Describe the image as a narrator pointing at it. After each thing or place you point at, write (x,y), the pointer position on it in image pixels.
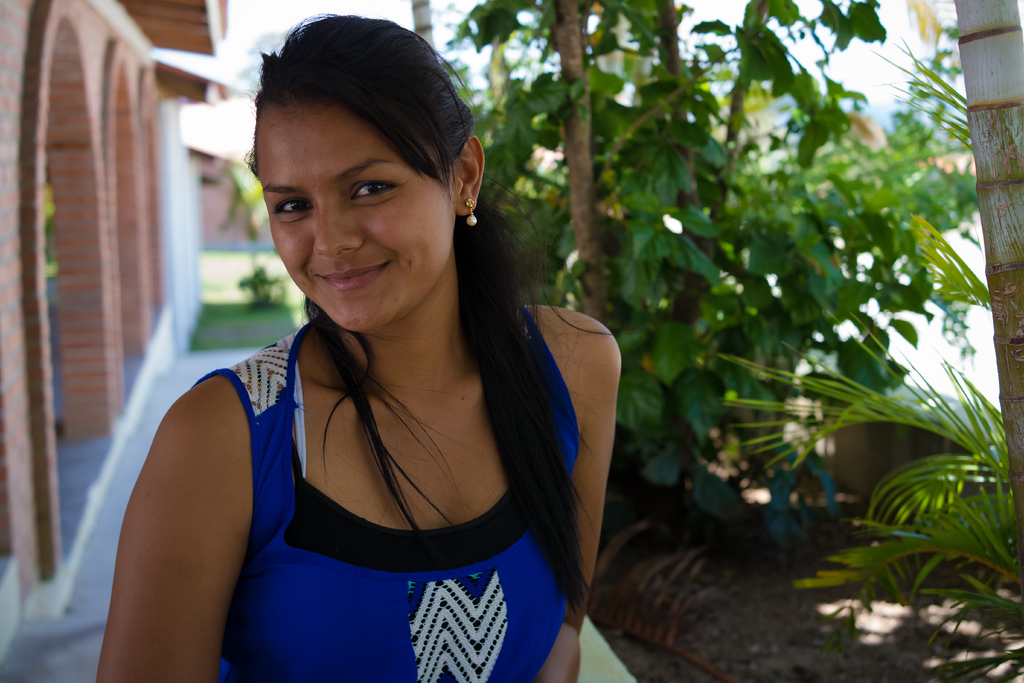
In this image we can see a woman (414,456) smiling. In the background (151,197) we can see buildings (164,187) and also trees (878,242).
